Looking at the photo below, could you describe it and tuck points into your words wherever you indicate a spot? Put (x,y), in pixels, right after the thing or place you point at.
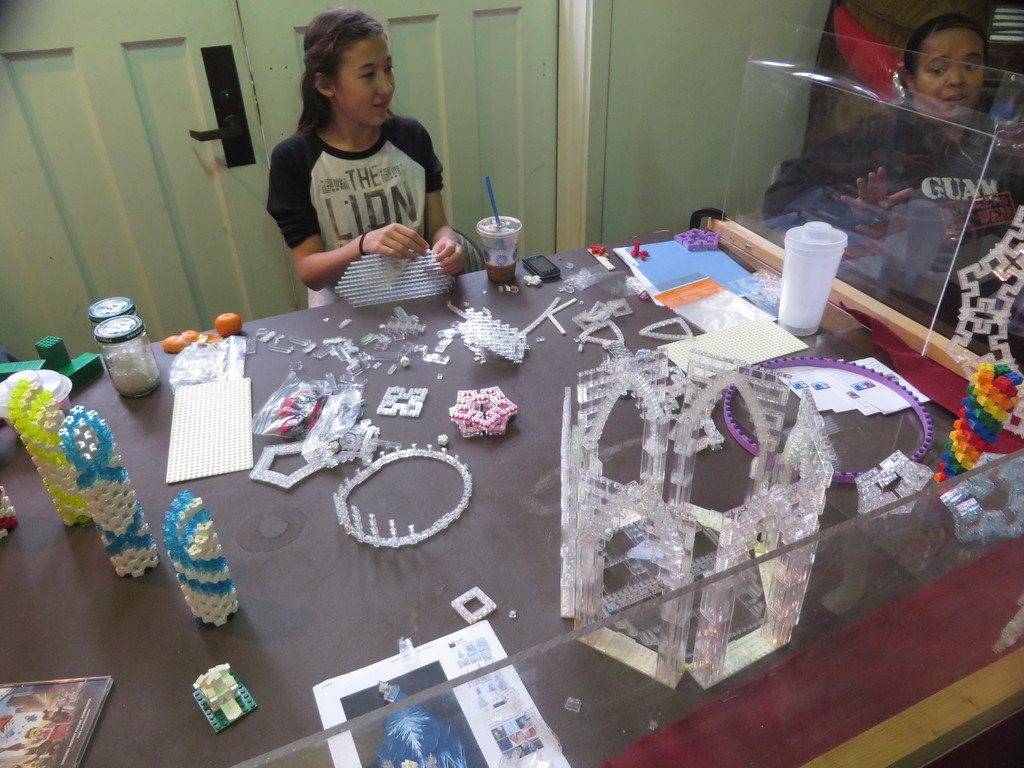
There are cups (510,263), books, jars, puzzle games (586,524), phone (551,268) on this table (405,559). There are 2 women (313,219) here too. Behind them there is a door (214,131).
